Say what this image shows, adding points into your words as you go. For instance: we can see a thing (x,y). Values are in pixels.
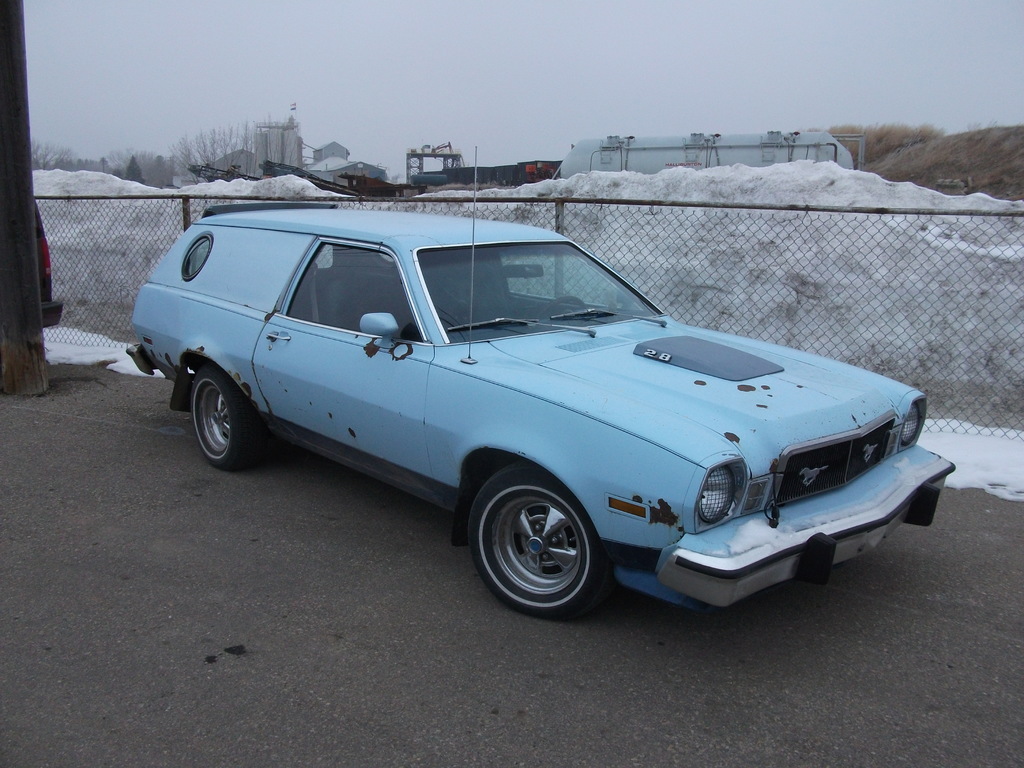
In the center of the image (540,271) there is a blue color car (585,287) on the road (174,416). There is a fencing (147,228). In the background of the image (816,151) there are vehicles (653,148). At the bottom of the image (474,660) there is road (528,733). There is snow (986,445).
